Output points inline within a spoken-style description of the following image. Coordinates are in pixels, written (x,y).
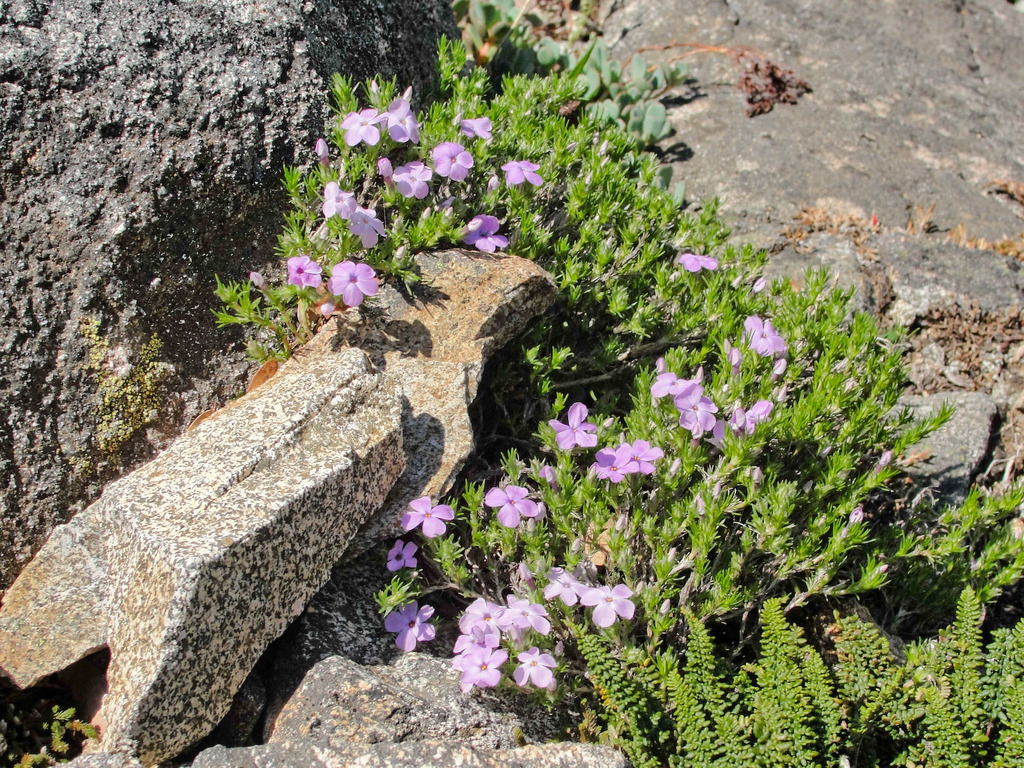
In this picture we can see some plants (799,629) where, there are some flowers (586,603) and leaves (603,120) here, on the left side (323,505) we can see a rock (309,510).
